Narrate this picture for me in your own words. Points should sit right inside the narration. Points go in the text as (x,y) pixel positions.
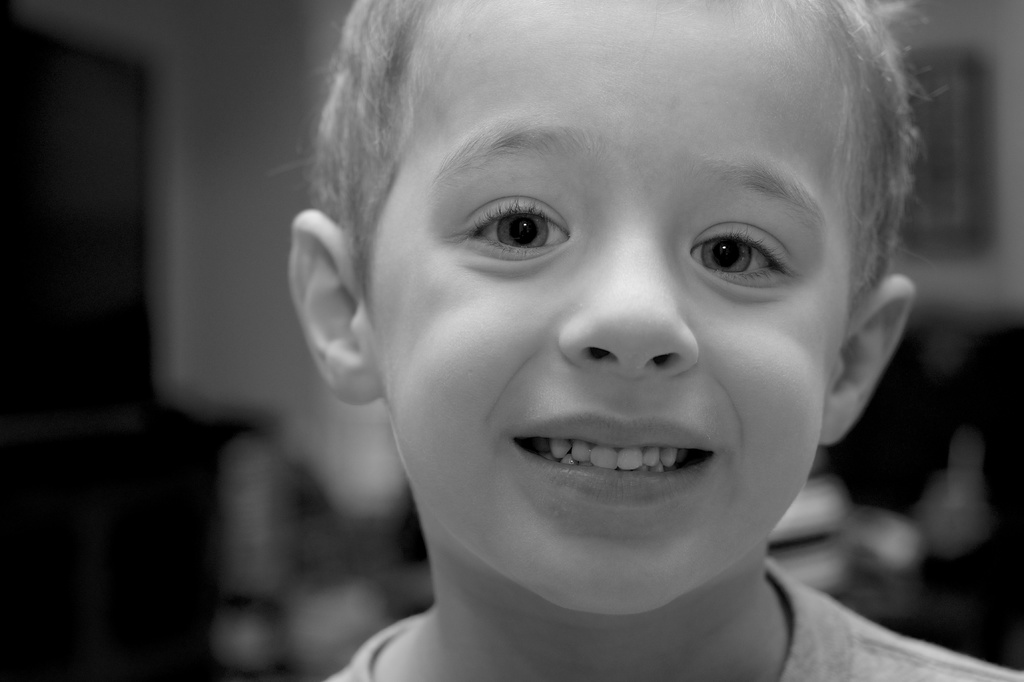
This is a black and white picture. Here we can see a kid (794,320) and he is smiling. There is a blur background (1009,151).
